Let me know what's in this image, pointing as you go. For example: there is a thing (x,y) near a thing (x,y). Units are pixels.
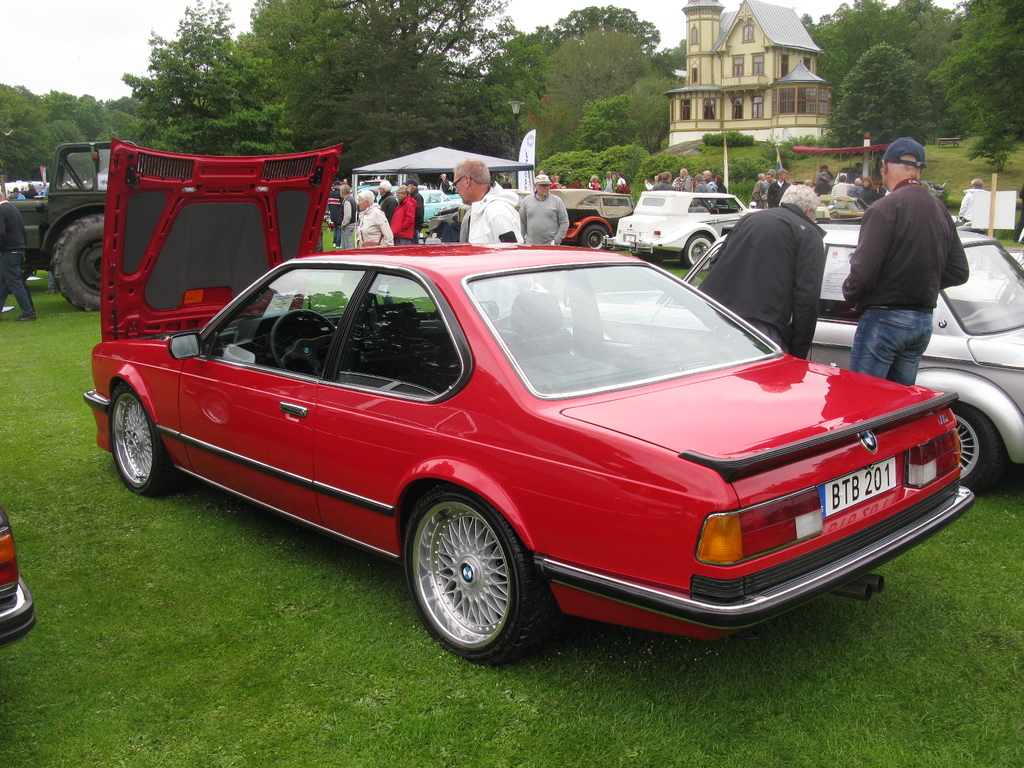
In this image we can see the building (685,102), trees (909,42), grass (860,751), tent (432,167), light pole (515,111) and also the vehicles (568,361). We can also see the people (765,218) standing. Sky (59,39) is also visible.
